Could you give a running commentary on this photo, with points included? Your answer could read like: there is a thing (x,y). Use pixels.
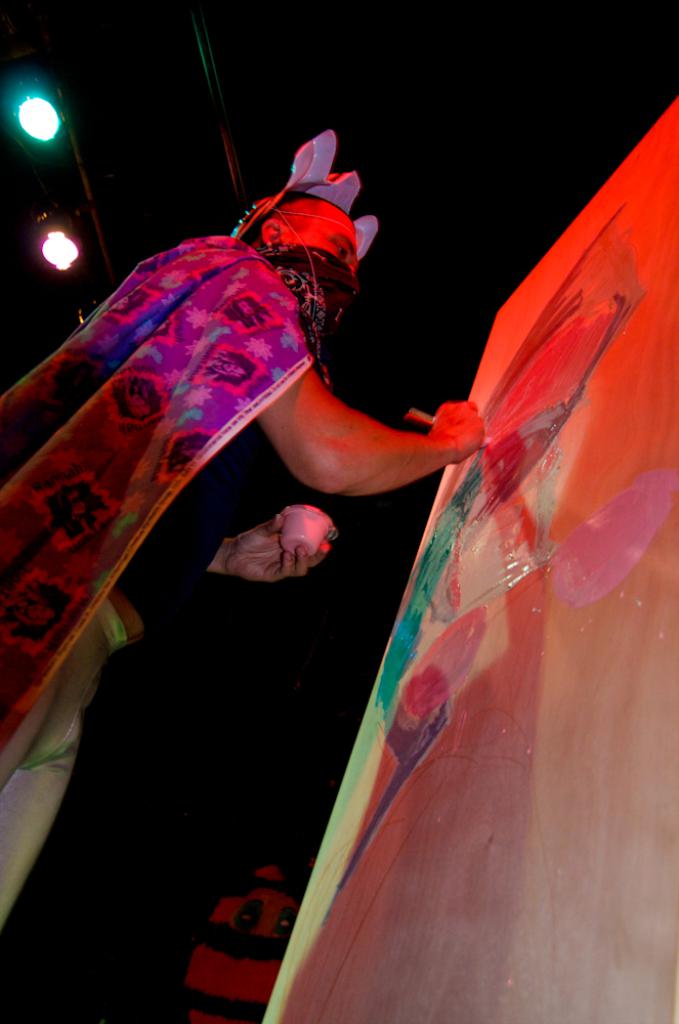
This is an image clicked in the dark. On the left side (75,657), I can see a person (81,425) standing and painting on a board (476,719) which is on the right side (602,522). He is holding a bowl (298,534) in his left hand (267,551). On the top of the image (48,123) I can see two lights (39,119).
